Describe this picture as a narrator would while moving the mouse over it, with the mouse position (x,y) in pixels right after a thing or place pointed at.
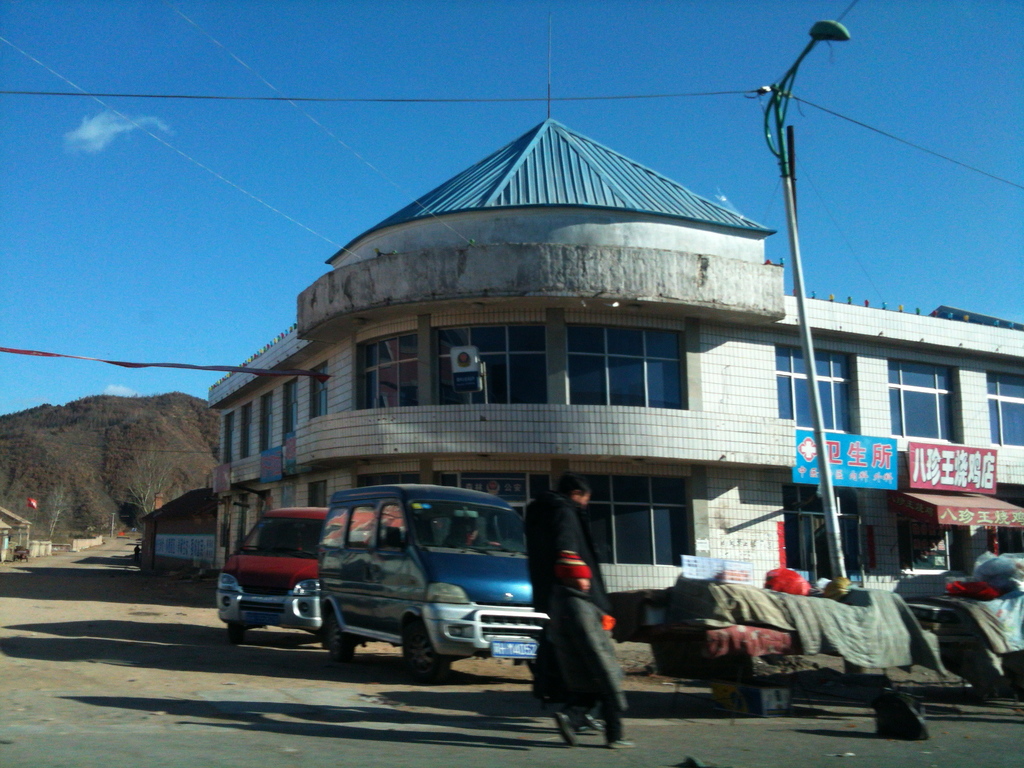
In this picture there are people (561,535) and vehicles (351,543) in the center of the image (441,500) and there are stalls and posters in the image, it seems to be there are houses (628,381) in the image and there is a pole (801,299) on the right side of the image (800,296), there are wires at the top side of the image (211,40).
